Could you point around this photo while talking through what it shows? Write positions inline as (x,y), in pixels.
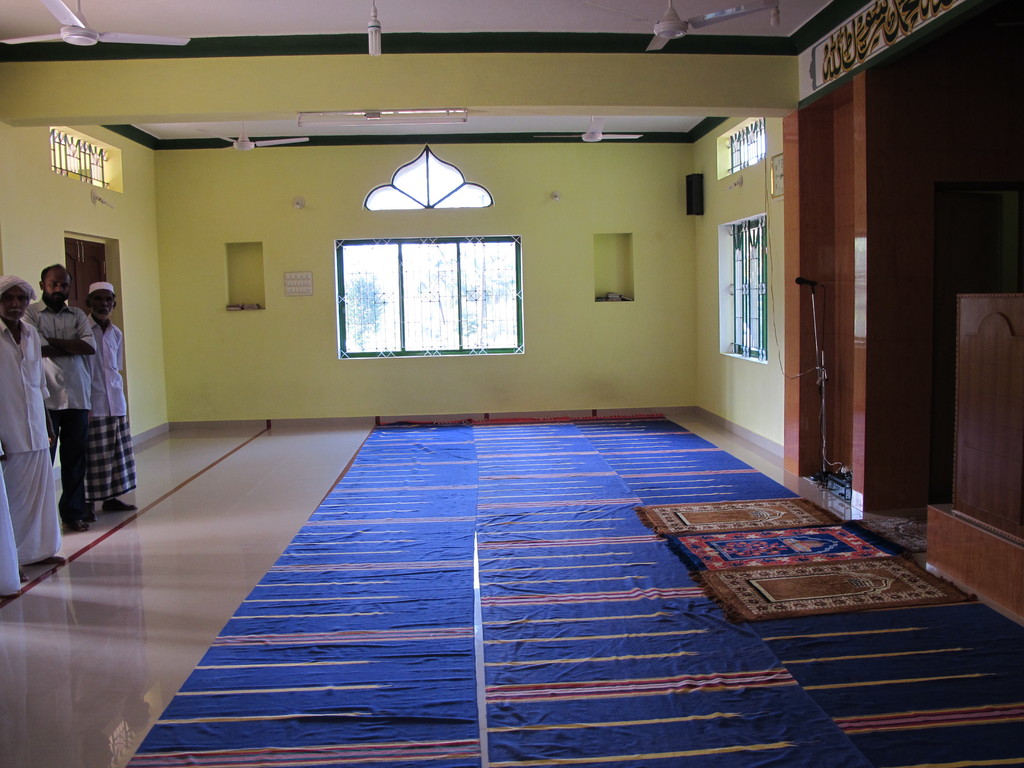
In the picture we can see a prayer hall (815,202) of Muslims (90,442) with a blue color floor mat (677,760) and beside it, we can see a wall (877,181) with a window (742,270) and a door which is brown in color and on the other side of the wall (600,286) we can see some people (71,436) are standing and to the ceiling (491,29) we can see fans (78,24) and light (374,32).
